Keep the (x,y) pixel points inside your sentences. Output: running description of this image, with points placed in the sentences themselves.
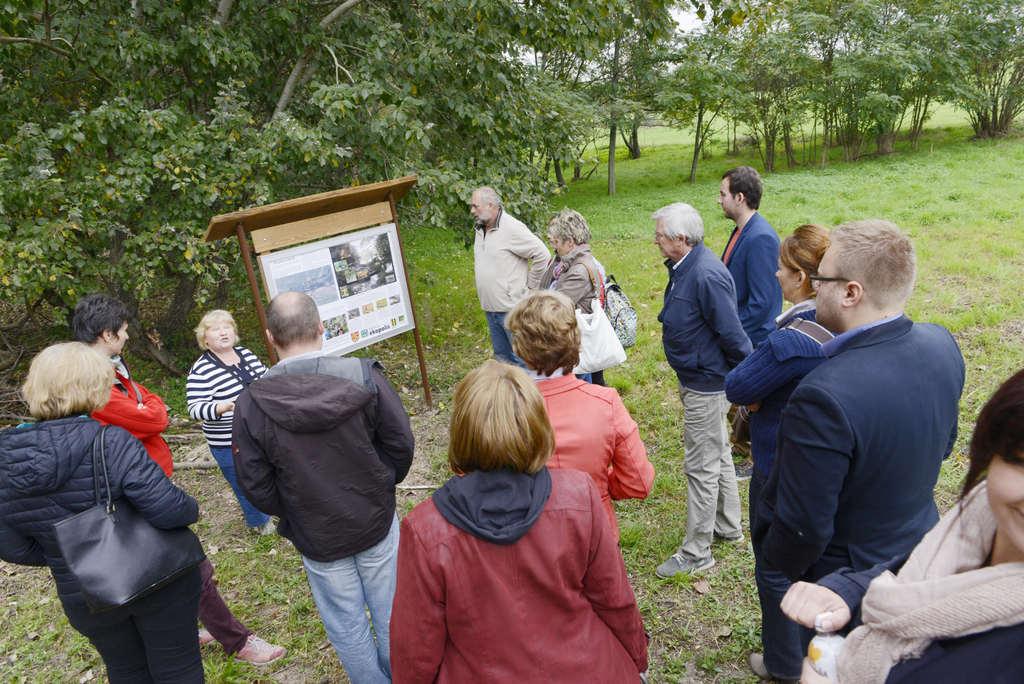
In this image we can see a group of people (470,425) are standing on the ground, here is the board (330,270), here is the pole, here is the grass (749,149), here are the trees (970,30).
